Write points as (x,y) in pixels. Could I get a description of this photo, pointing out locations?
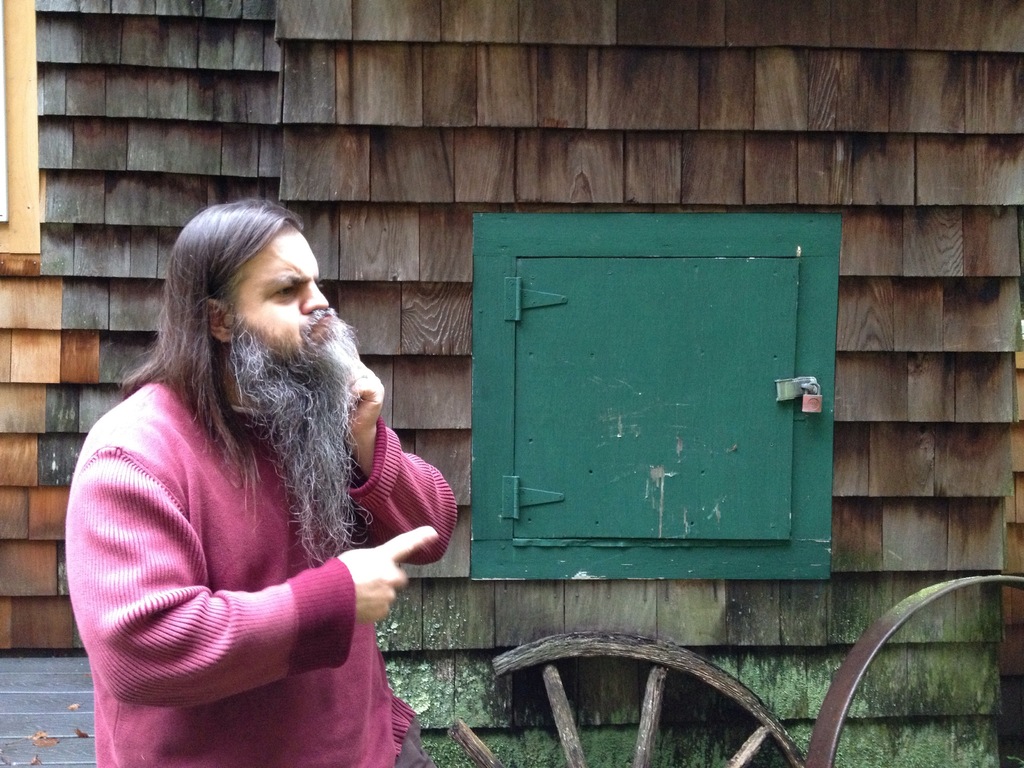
In this image I can see the person (269,490) and the person (238,576) is wearing pink color shirt (273,576) and I can see the door (643,453) in green color and the background (63,127) is in brown color.
